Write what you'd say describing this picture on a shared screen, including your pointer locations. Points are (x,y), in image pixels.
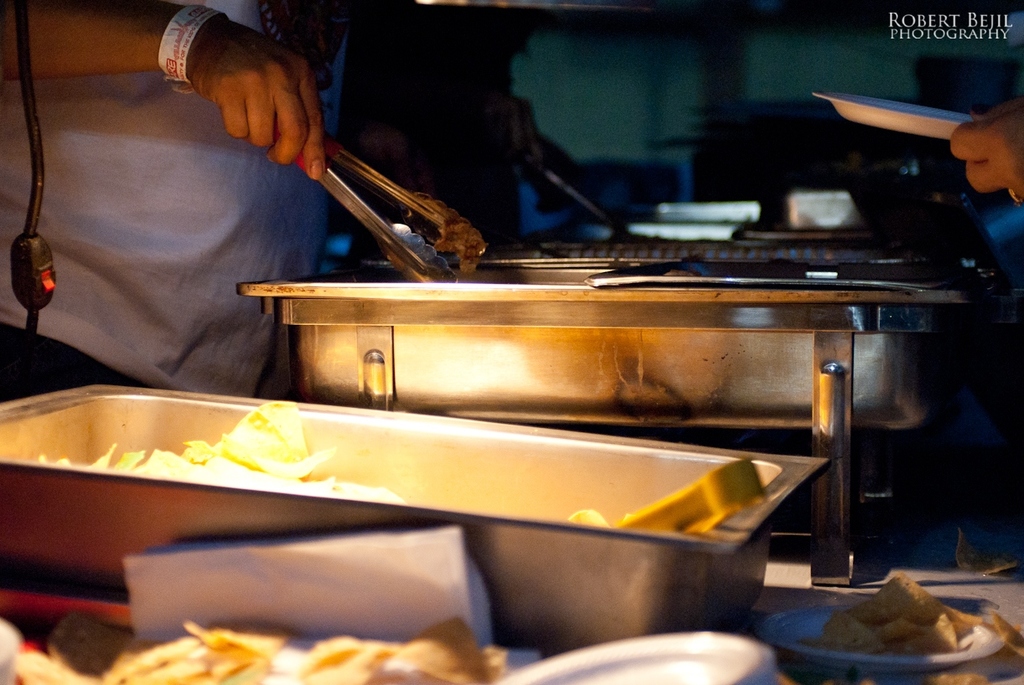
In this image I can see a person (189,113) holding some object (370,216), in front of the person (200,107) I can see few bowls (340,445). I can also see the other person (971,162) holding plate (934,125) and the plate (915,121) is in white color.
